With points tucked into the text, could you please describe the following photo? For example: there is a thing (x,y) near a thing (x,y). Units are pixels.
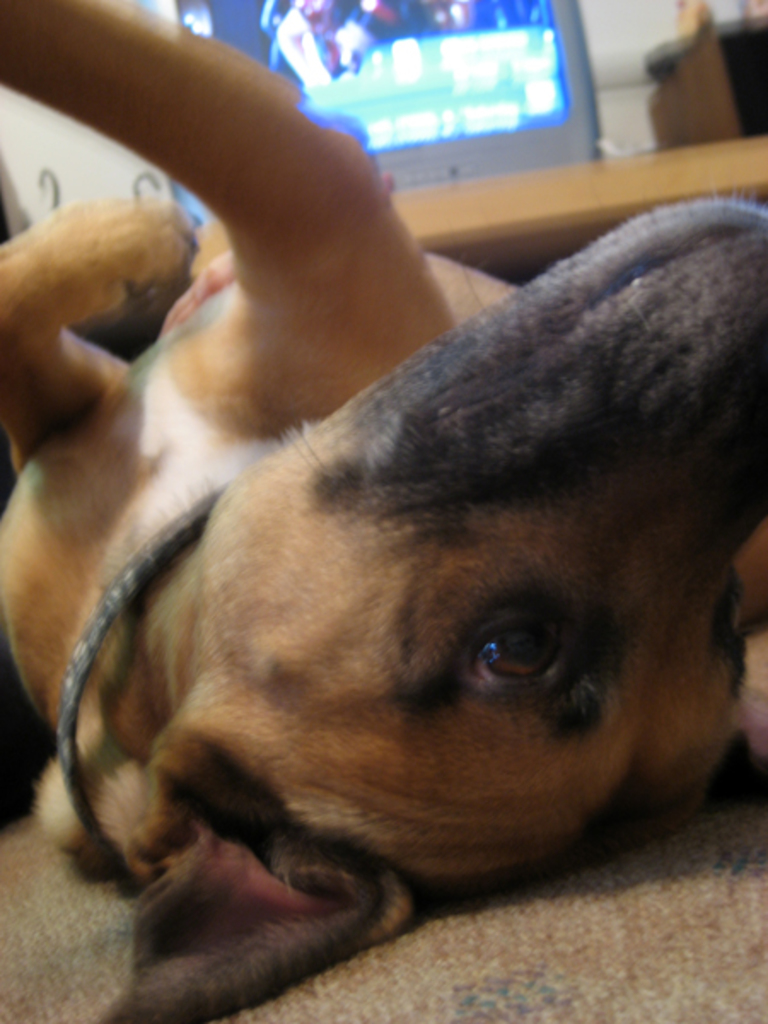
In this image we can see a dog (345,530) lying on the floor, there is a TV (553,155), and a box (671,140) on the table (637,191), also we can see the wall (616,79).
